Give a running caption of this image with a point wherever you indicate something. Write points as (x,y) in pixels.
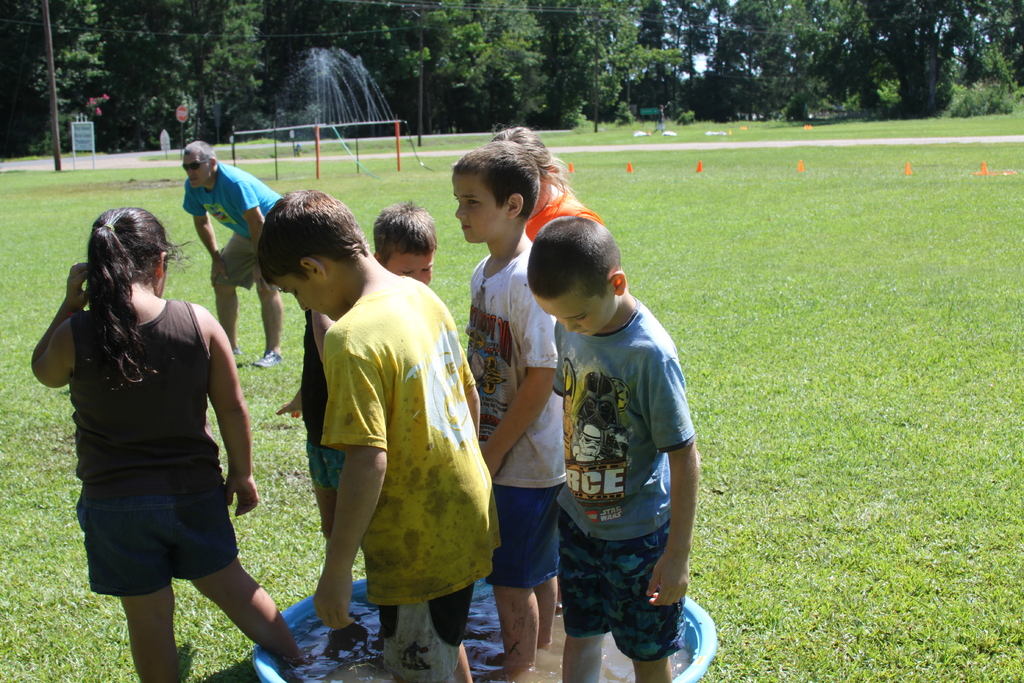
In this image we can see few persons (472,533) are standing in the water (486,682) in a tub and few other persons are standing on the grass (179,209). In the background (213,97) we can see water (364,122) coming through the pipes (321,123), objects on the grass (646,173), pole (47,25), plants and trees (102,97).
